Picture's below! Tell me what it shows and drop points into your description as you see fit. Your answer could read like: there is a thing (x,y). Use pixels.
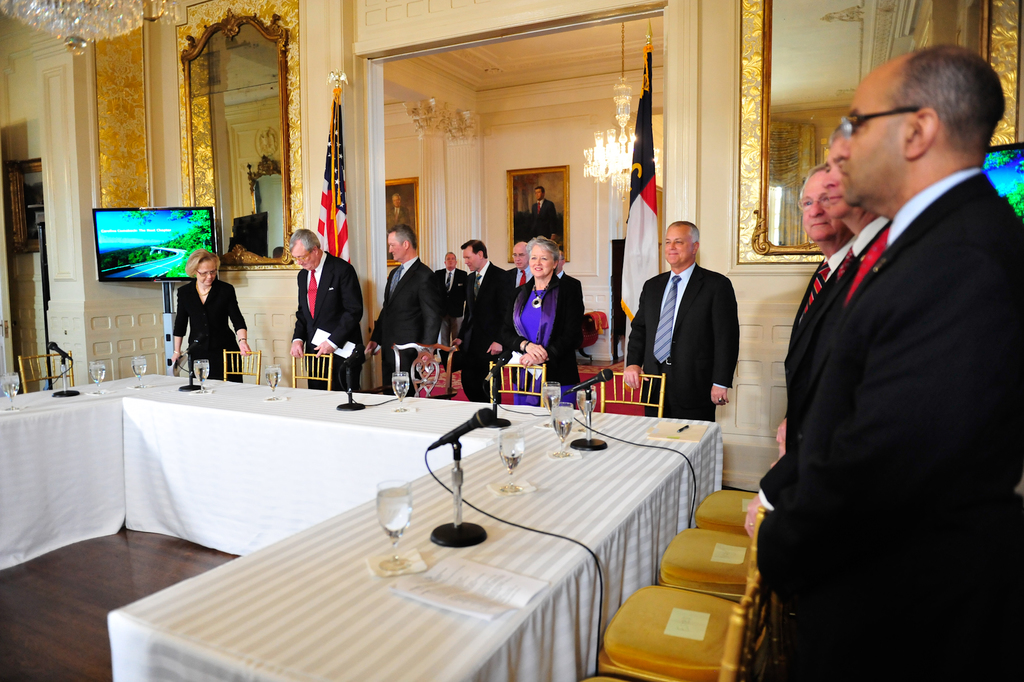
In this image I can see number of people (713,357) are standing around these tables (599,495). I can also see few chairs (682,594) and few mics (62,367). In the background (525,200) I can see a screen (100,213), few flags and frames (396,204) on wall (512,142).
